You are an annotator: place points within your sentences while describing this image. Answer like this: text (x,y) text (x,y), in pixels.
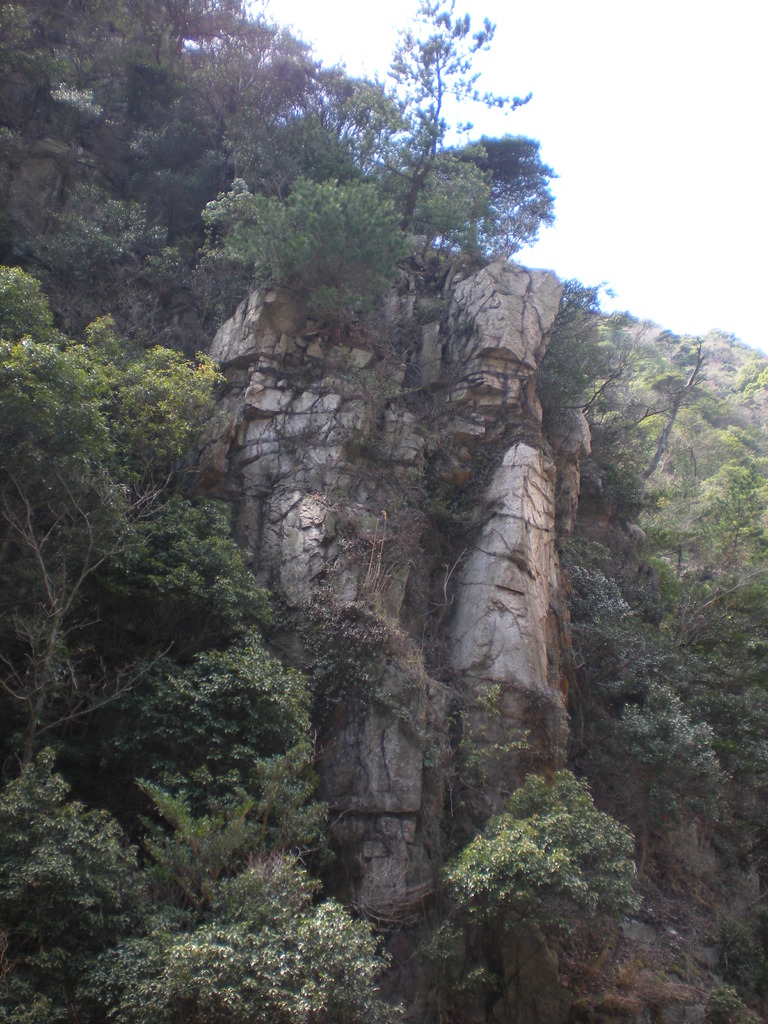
This picture shows hill (431,295) and we see bunch of trees (306,695) and a rock (308,414) and we see a cloudy sky (556,60).
